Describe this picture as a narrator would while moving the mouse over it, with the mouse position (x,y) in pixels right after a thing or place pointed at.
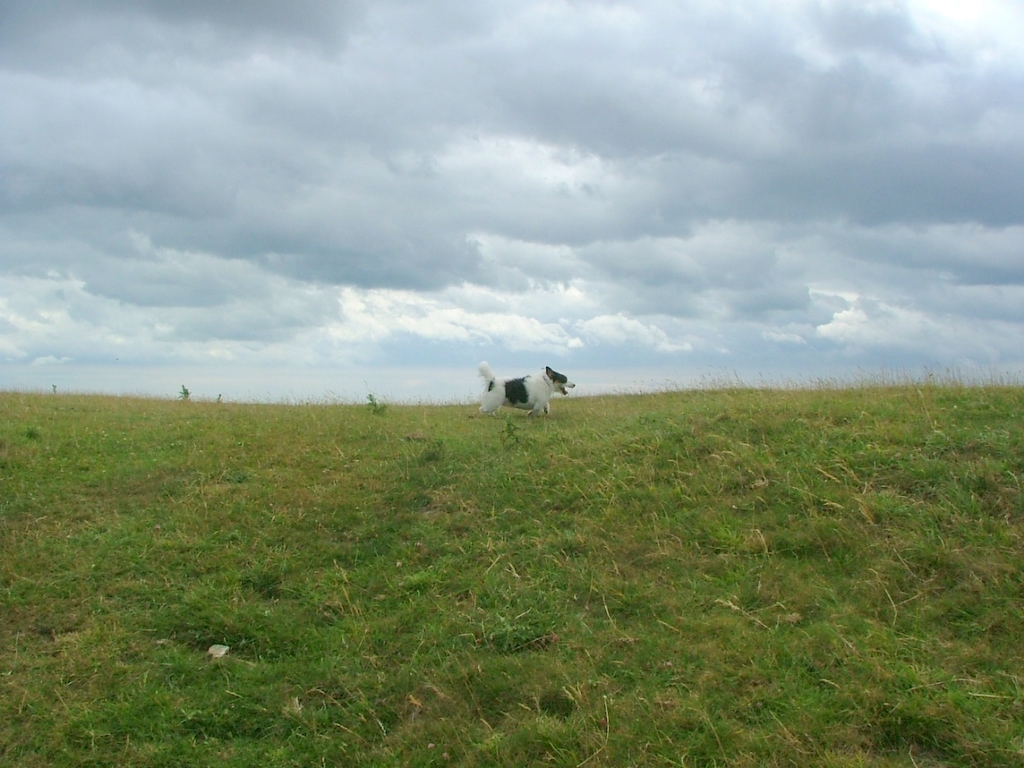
In this image we can see a dog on the ground (535,426), in the background (370,288), we can see the sky (732,134) with clouds (483,205).
